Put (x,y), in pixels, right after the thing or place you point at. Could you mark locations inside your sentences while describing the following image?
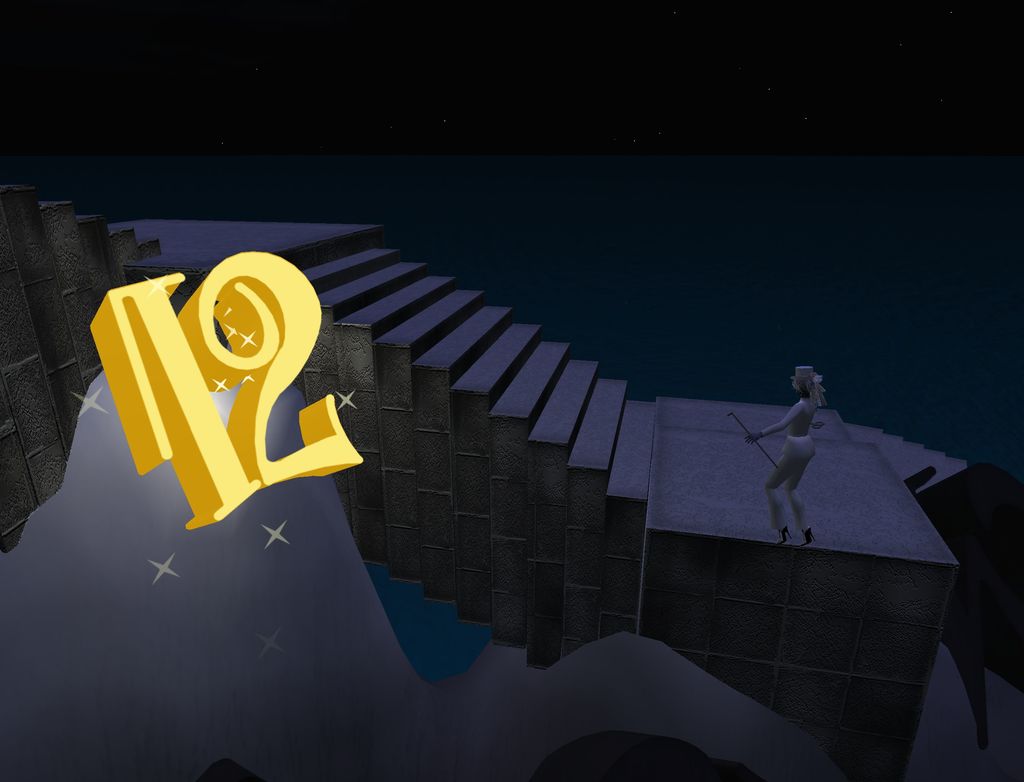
It is an edited image. In this image there is a depiction of a person (795,473) holding the stick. In front of her there are stairs (574,495). On the Left side of the image (332,457) there are numbers (253,482).
